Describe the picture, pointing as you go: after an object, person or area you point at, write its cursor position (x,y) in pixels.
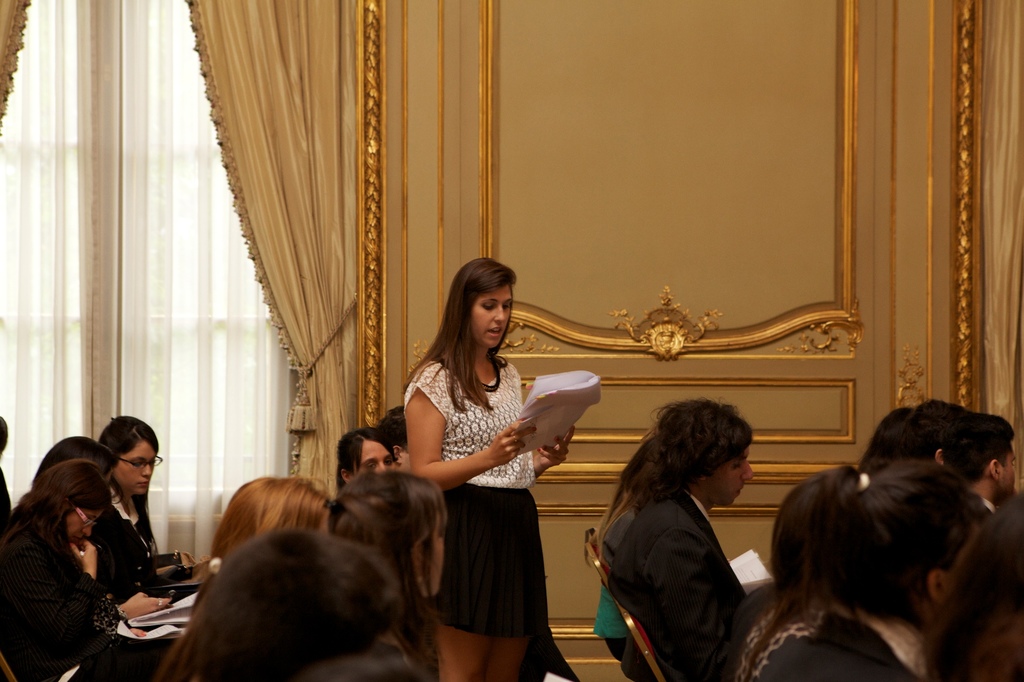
In this picture I can see group of people (431,555) sitting on the chairs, there is a woman (527,498) standing and holding papers (554,382), and in the background (630,309) there are curtains (117,242) and a wall (553,362).
